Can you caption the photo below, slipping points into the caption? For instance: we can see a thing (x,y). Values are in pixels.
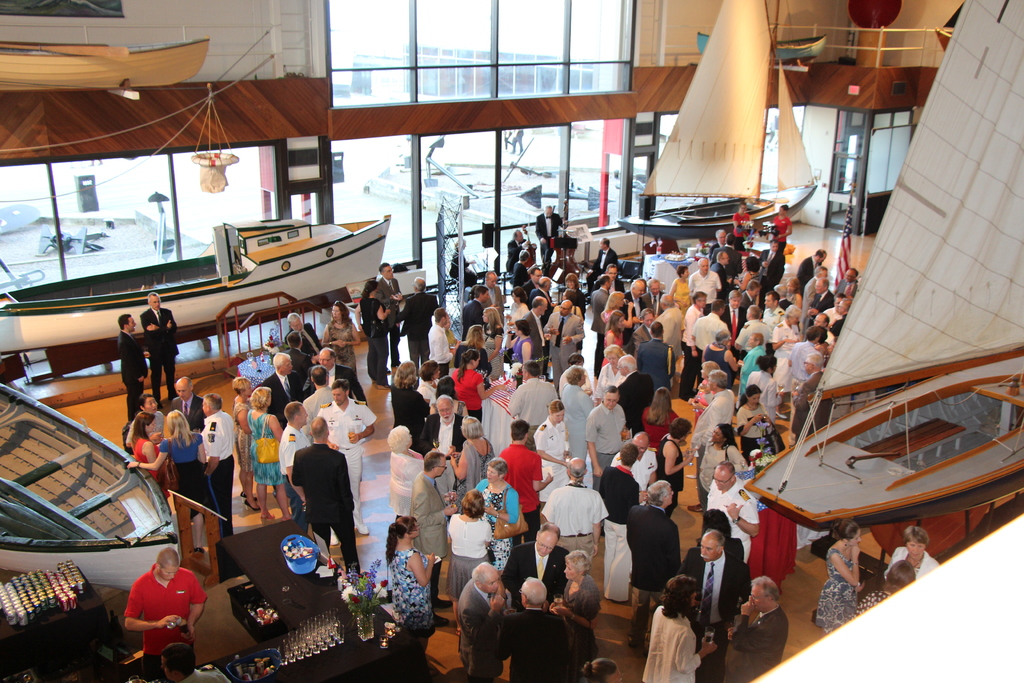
In this image I can see crowd of people (673,506) visible on floor (807,255), at the bottom (270,545) I can see a table (287,590), on table (277,598) I can see flower bouquet (359,607) and basket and glasses (334,621) and person (149,585) visible in front of table (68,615) and I can see another table (16,635) in the bottom left (54,641), on table (45,644) i can see glasses (75,588) and I can see boats (47,435) visible on the floor (782,422) and I can see display window (598,130) visible in the middle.
